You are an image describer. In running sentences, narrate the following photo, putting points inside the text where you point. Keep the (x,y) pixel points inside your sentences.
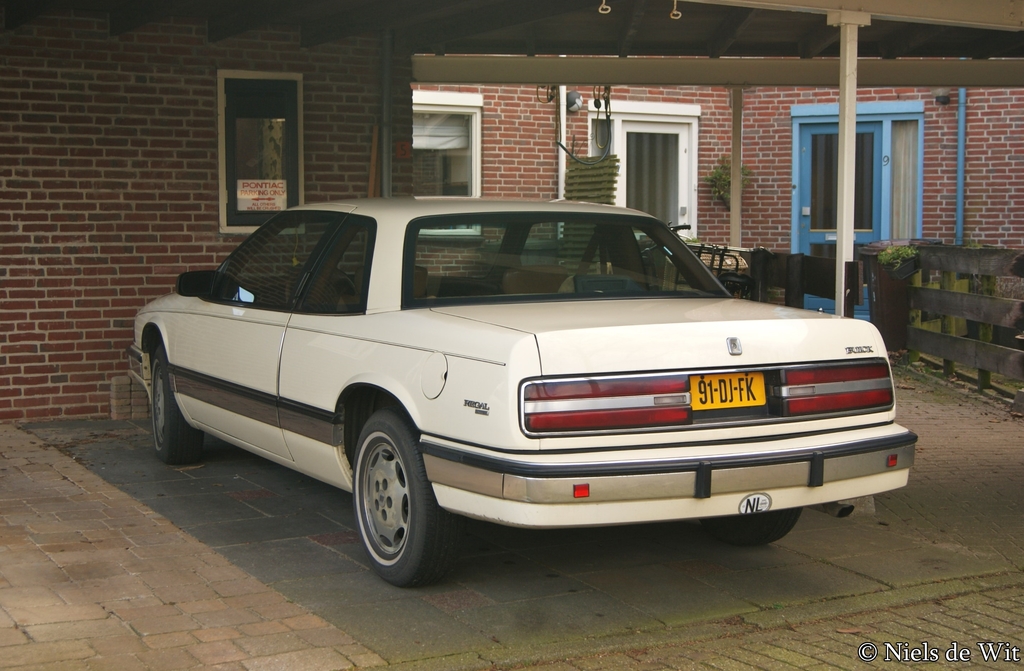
This picture contains white car (506,333) which is parked beside the building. Beside that, we see a wooden railing (942,324). Behind the car (533,269), we see a building (335,159) which is made up of red colored bricks (202,193). We even see doors (680,138) and windows (895,206).
